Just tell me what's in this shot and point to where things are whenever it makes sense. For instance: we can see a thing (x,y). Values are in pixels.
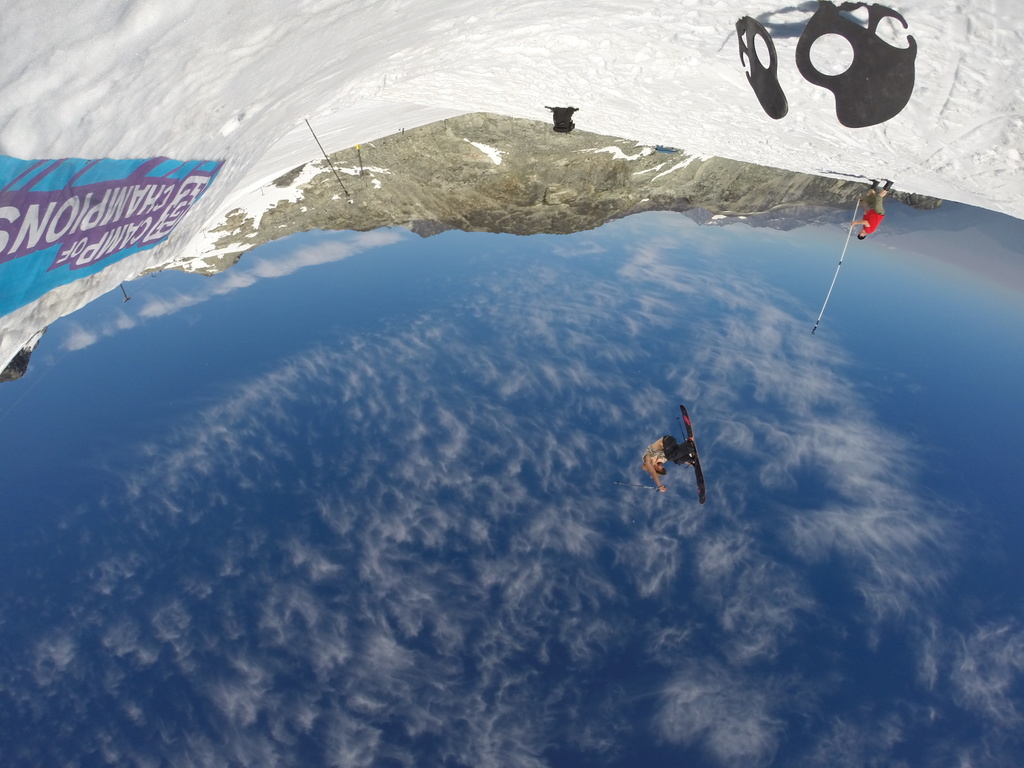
In this image we can see a man (669,442) is skiing. At the top of the image (578,72) land (570,69) is covered with snow (570,102). Bottom of the image (629,673) sky (396,680) is there with some clouds (743,574). Left side of the image (97,239) some text (88,210) is written on a banner (67,180) with white color.
